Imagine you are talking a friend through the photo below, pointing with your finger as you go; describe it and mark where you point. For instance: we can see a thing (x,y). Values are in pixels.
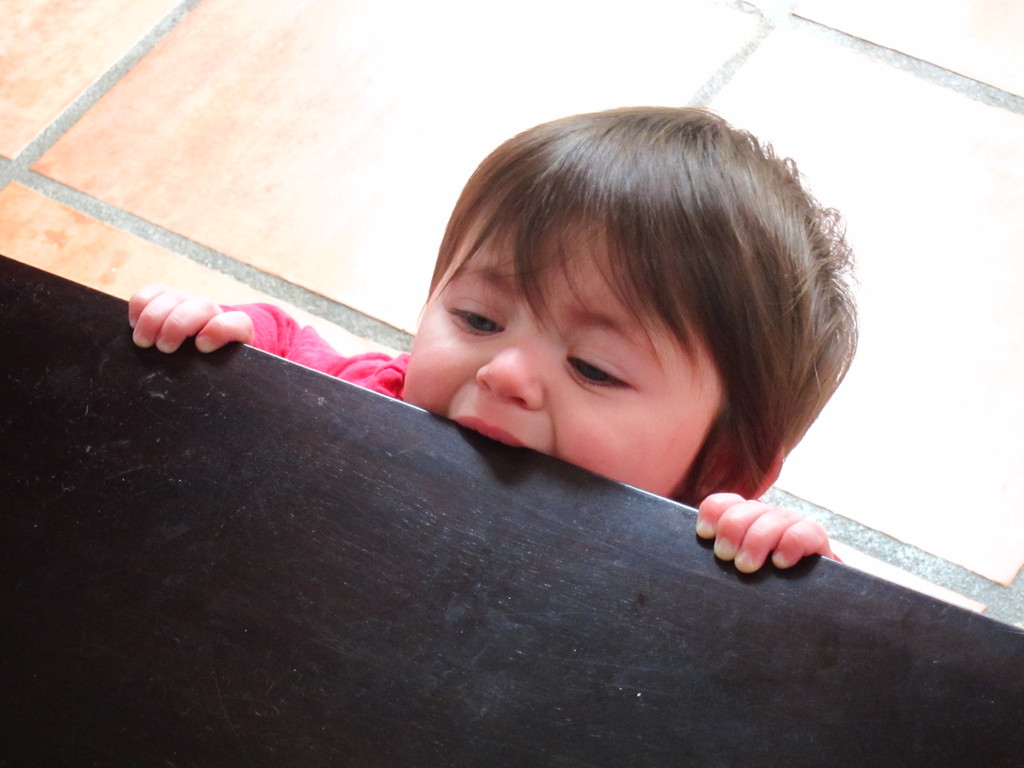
In this picture we can see a kid (755,140) standing on the floor (488,68) and touching a table (301,366) with his hands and teeth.
